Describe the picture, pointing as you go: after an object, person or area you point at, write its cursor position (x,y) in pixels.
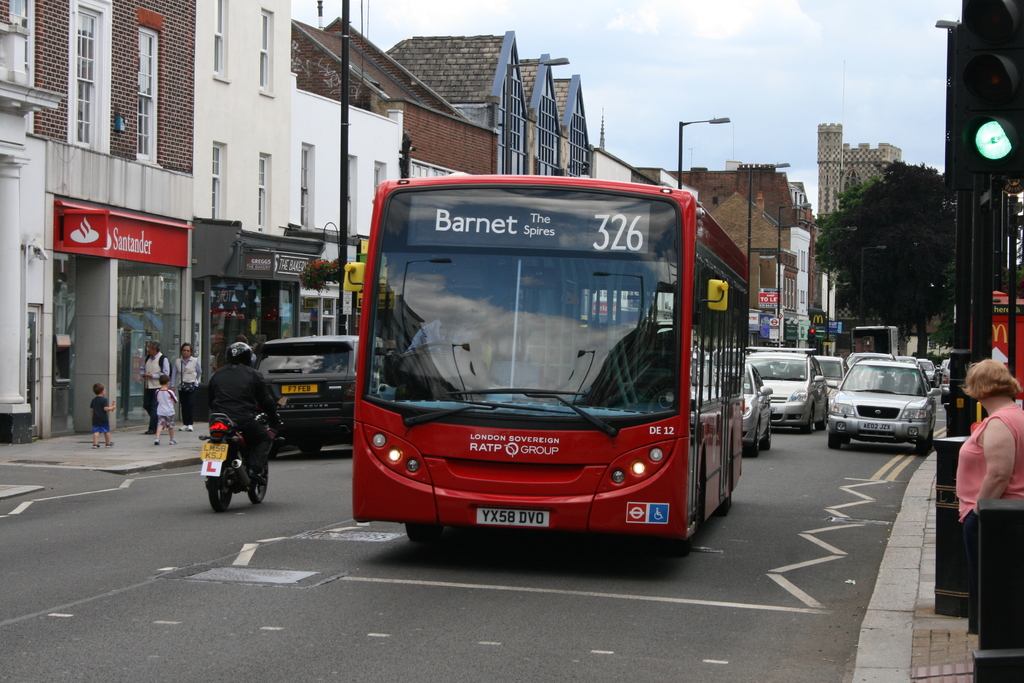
In this image we can see a bus (674,286) on the road (821,438), at the back (847,443) there are cars (836,439) travelling on the road (784,526), in front there are buildings (320,115), there is a window (260,39), there is a pole (343,100), there is a street light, there are group of persons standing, on the right corner (821,220) there is a tree (834,247), there is a sky (714,56).
